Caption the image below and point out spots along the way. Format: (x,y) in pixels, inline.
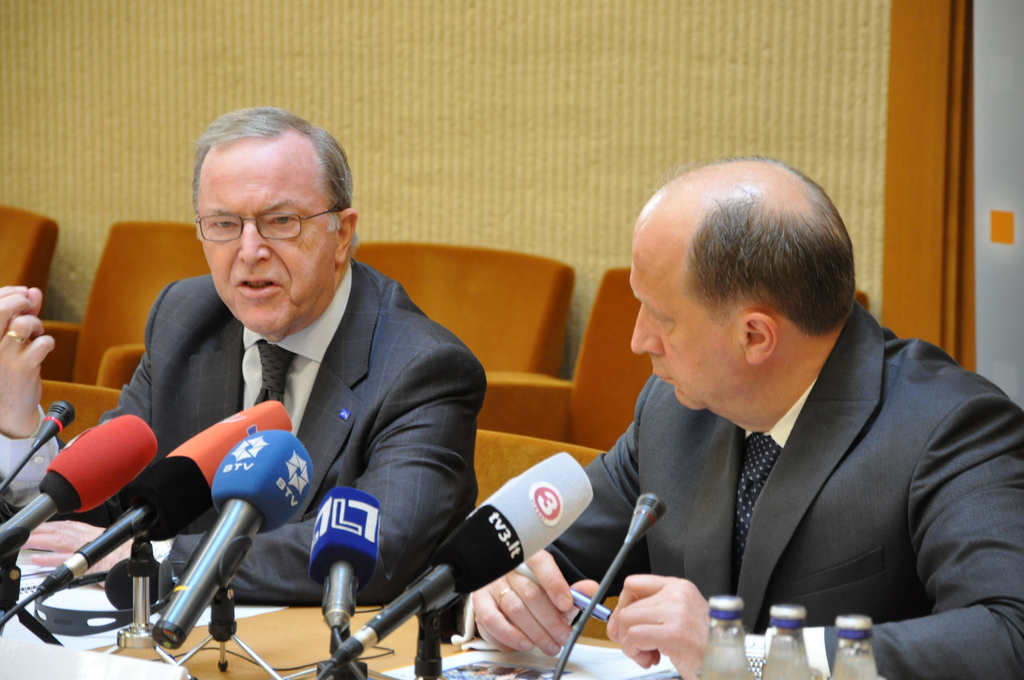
In this image we can see two people (400,399) sitting. In the background (551,423) there are chairs (426,307). At the bottom (446,647) there is a table (410,628) and we can see bottles (838,663), papers (608,672) and mics (197,560) placed on the table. In the background (543,144) there is a wall (473,77).
